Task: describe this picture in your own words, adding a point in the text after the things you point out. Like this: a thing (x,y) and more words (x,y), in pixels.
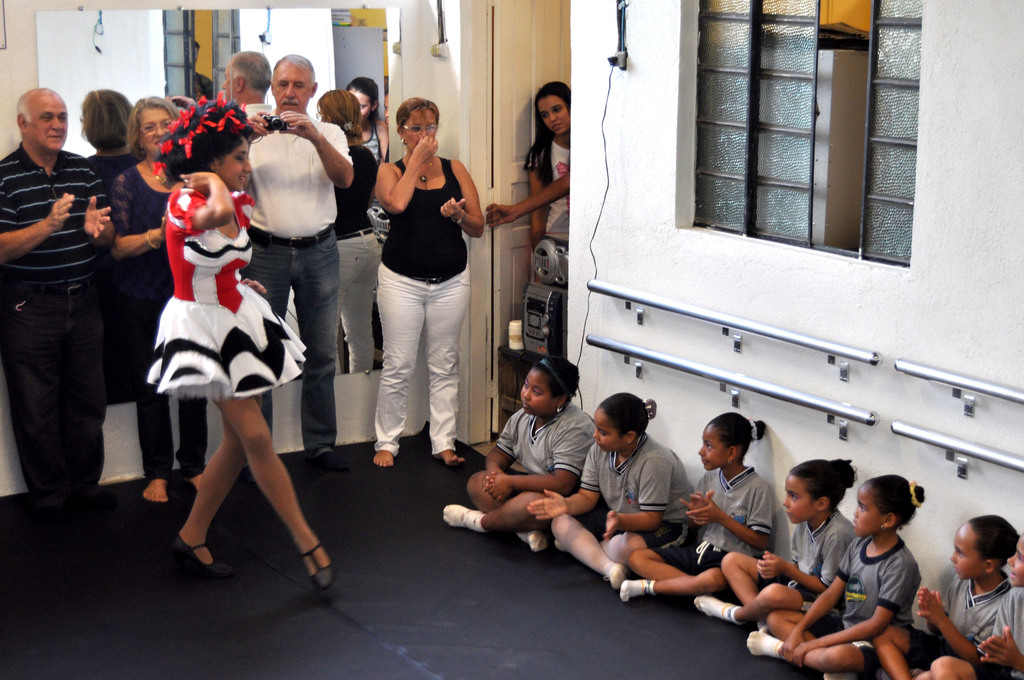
In this picture I can see there is a woman (178,160) dancing at left side (176,173), there are a few people (131,181) standing behind her, among them a man (285,95) is clicking images. There are few children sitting at the right side (732,611), there is a window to the right (864,190). I can see there is a door (525,142) on the left side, there is a woman (561,232) and a speaker (543,308) placed to the left side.
